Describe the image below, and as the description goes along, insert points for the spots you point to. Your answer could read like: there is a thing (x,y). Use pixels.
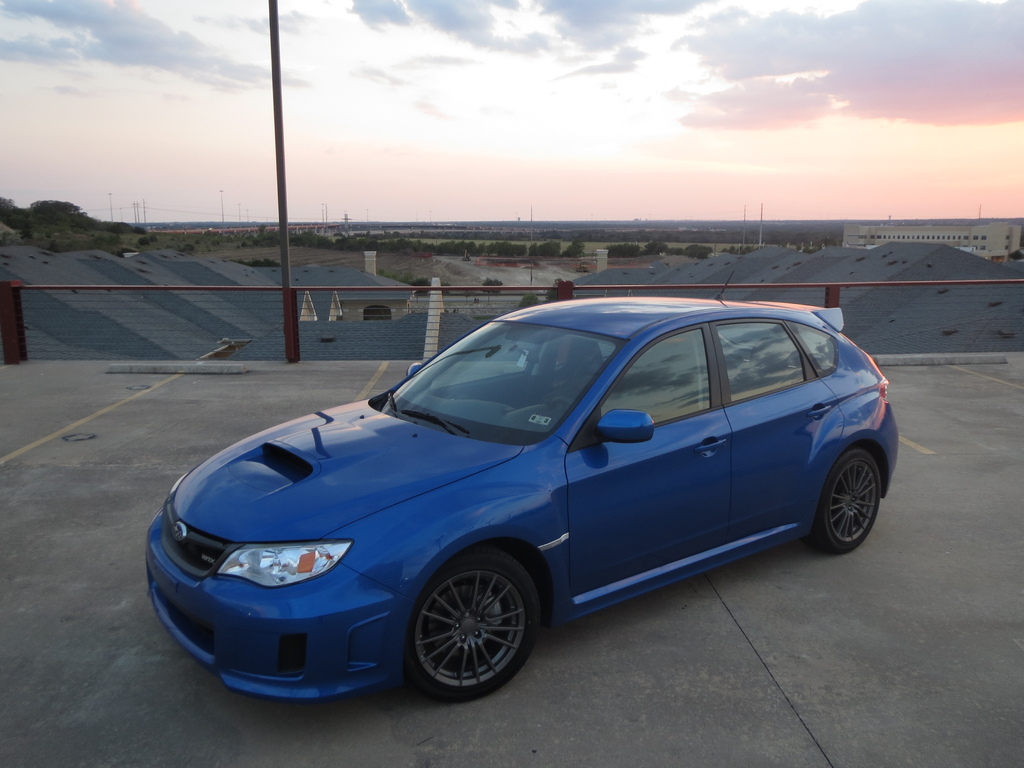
In this image I can see the car (434,563) which is in blue color. To the side of the car (528,393) I can see the railing (578,287) and pole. In the background (280,328) I can see many trees (38,235), buildings (877,244), clouds (867,31) and the sky (544,194).
